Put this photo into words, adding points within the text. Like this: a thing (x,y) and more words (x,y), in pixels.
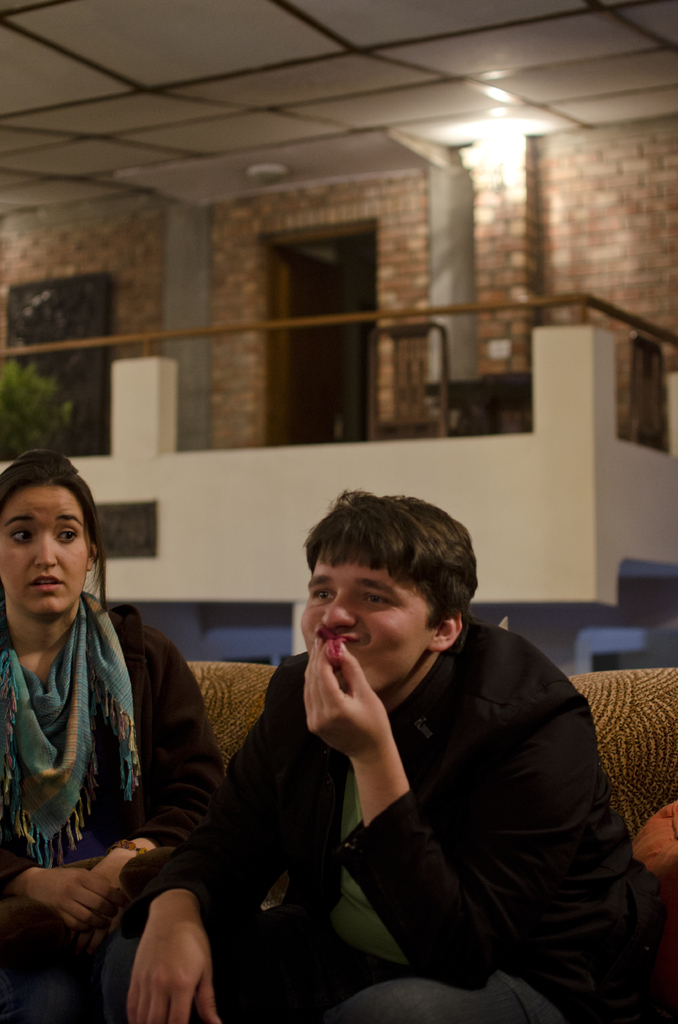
In this picture we can see two people (48,872) sitting on a sofa (663,701), scarf (48,861) and at the back of them we can see a plant (40,385), table (492,398), chairs (443,400), light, wall (161,289) and some objects (586,312).
